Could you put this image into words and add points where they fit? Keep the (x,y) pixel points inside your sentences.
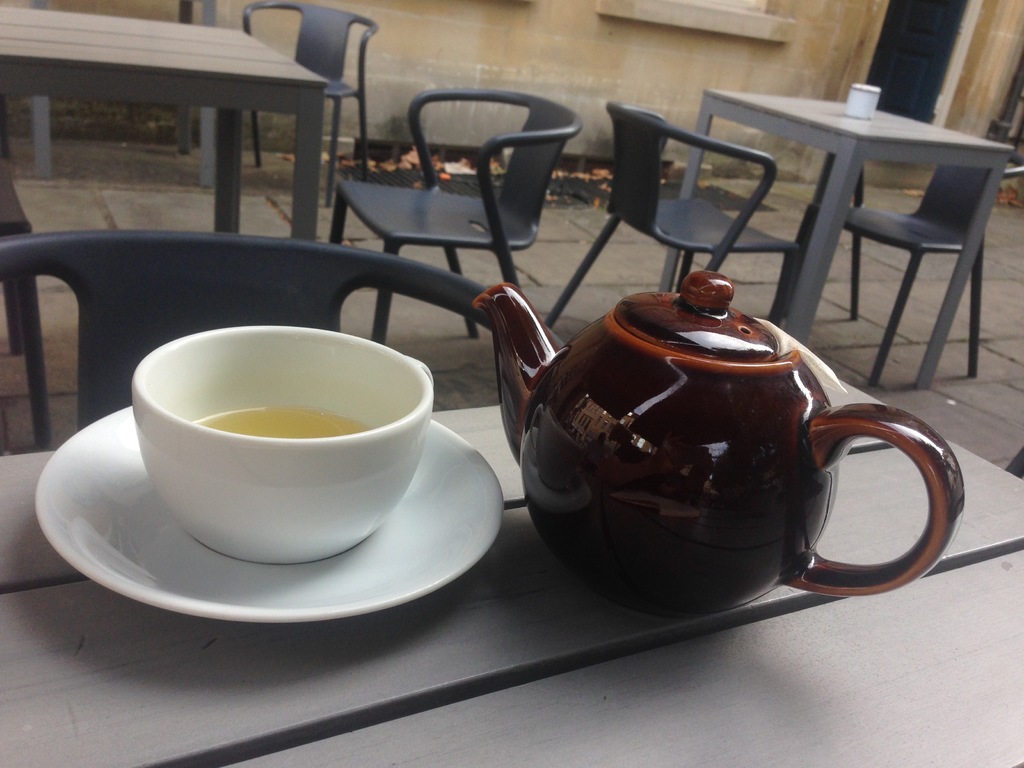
On the bottom of the image (498,674) there is a table (656,686). On the table (391,611) one cup (360,478) and one saucer (407,492) and one teapot (532,459) are there. In the background (309,138) also there are two tables (305,106) and some chairs (488,198). On the top right of the image (716,32) there is a wall (716,32).
